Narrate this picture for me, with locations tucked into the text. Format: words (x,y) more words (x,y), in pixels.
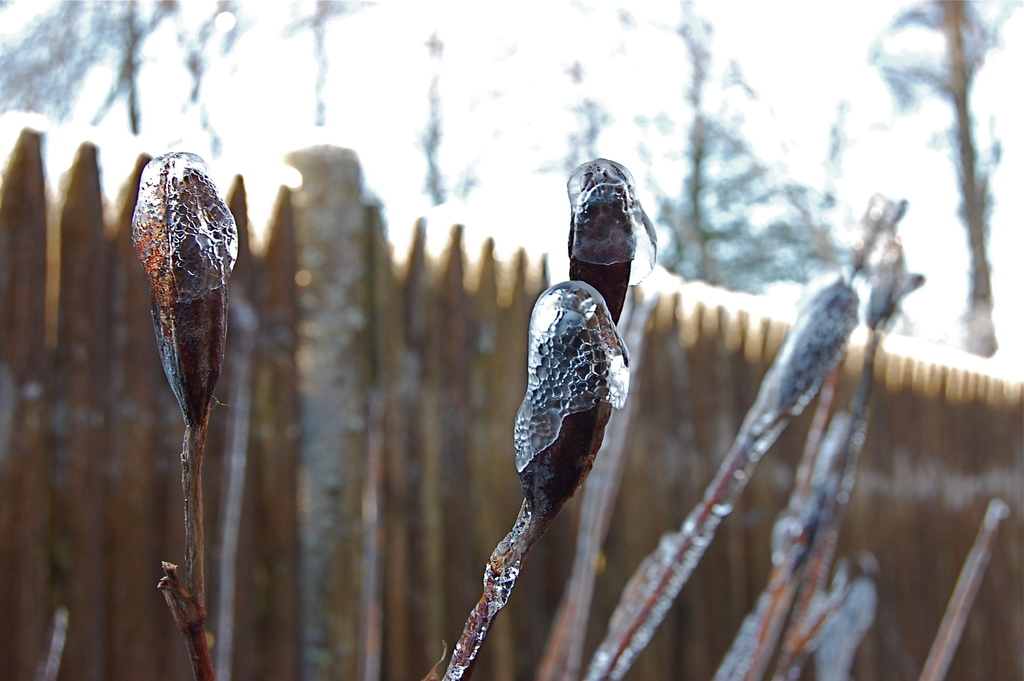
In this image, this looks like a plant (187,380), which is covered with ice flakes (208,219). In the background (364,341), I think this is a wooden fence (414,359).
